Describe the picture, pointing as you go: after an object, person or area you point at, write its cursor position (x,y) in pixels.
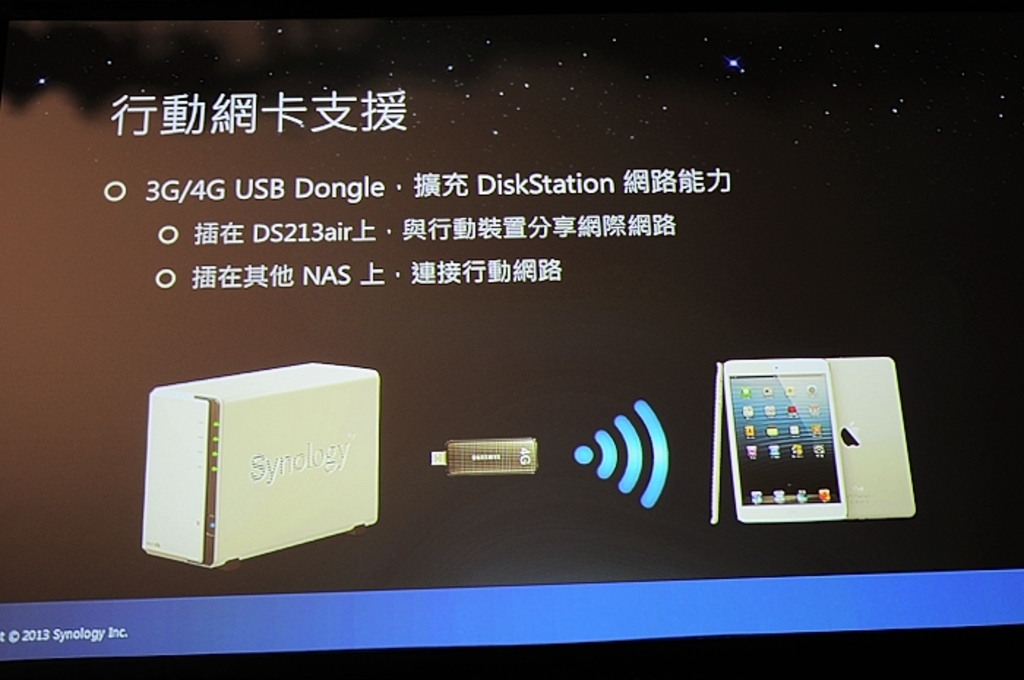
In this picture we can see a screen (597,205), on screen (621,176) we can see a device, pen drive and tab (722,375).
